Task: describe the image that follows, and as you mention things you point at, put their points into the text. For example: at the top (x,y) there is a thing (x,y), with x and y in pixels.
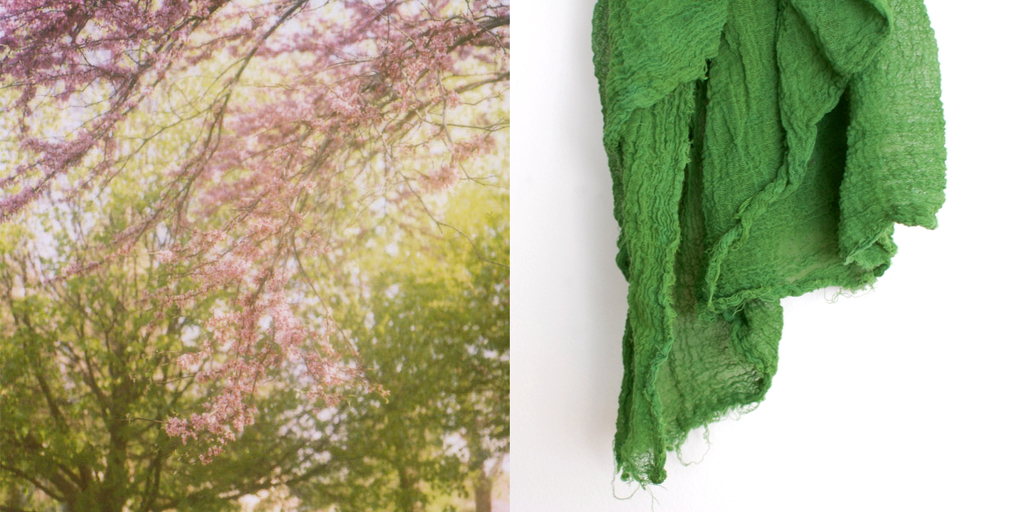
As we can see in the image there are trees (302,266) and flowers (258,277). On the right side (697,300) there is a cloth (714,221).
